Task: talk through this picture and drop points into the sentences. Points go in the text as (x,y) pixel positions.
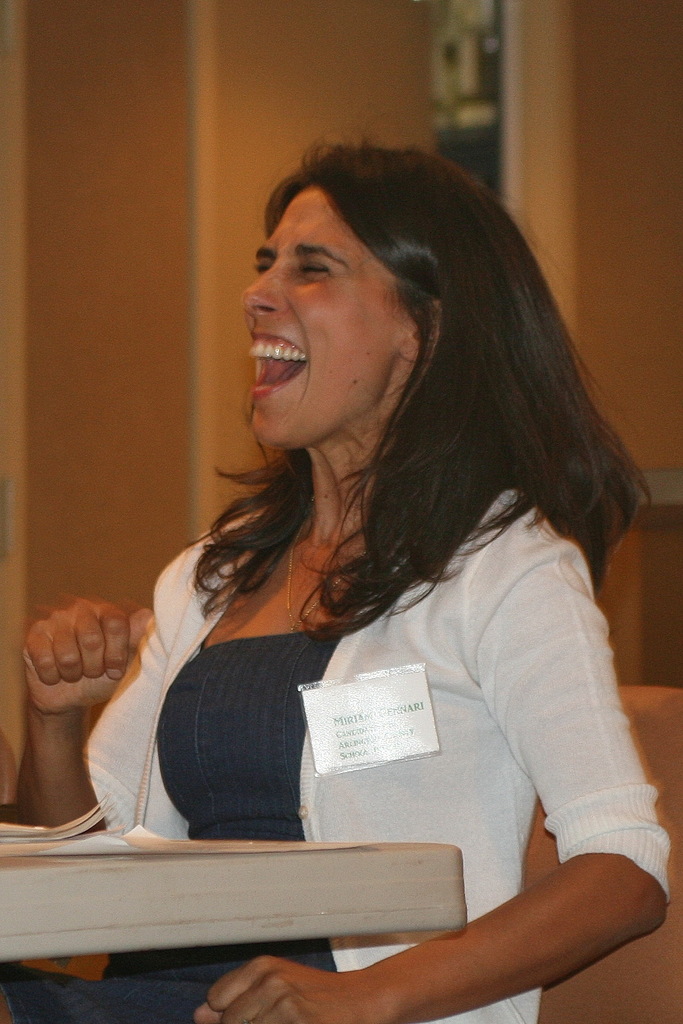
In the foreground (333,250) I can see a woman (444,942) in front of a table (423,903). In the background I can see a wall (291,140). This image is taken may be in a room (367,455).
